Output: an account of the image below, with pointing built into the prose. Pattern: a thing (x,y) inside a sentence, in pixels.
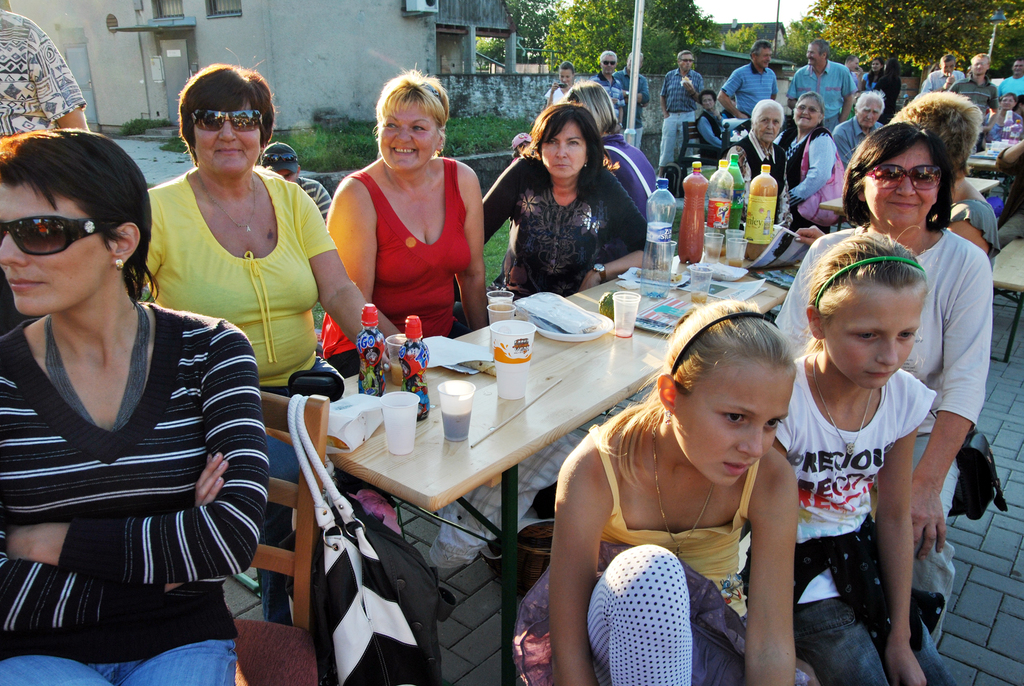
This is an outside view here I can see many people (363,280) sitting on the chairs (296,615) in front of the table (464,477). On the table (634,348) I can see few glasses (513,361), bottles (753,198), plates (581,333), papers (451,354) and some other objects (562,329). In the background (761,142) there are some more people (756,86). Few are standing and few are sitting. At the top of the image (350,55) there are buildings (320,64) and trees (675,35). At the bottom (352,616) there is a bag (380,658) hanging to a chair (300,509).
